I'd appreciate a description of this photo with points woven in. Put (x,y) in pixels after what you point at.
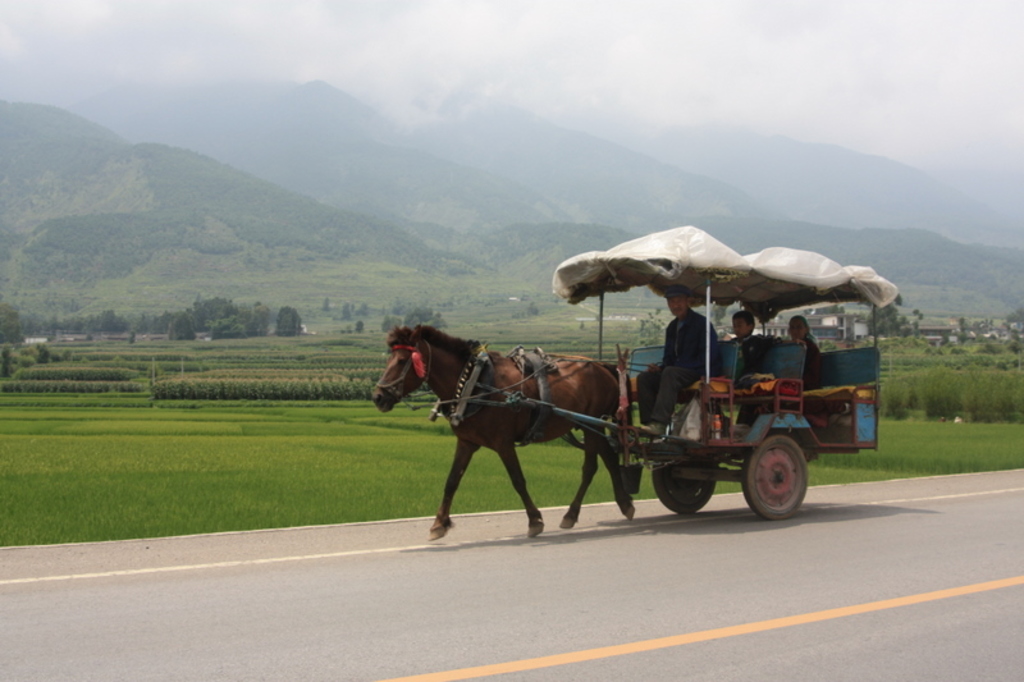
In this image there is a horse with a cart (761,309), three persons (672,338) sitting in the horse cart (639,367), and there is grass (557,498), plants (1016,379), trees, houses (1005,332), hills (65,237), and in the background (879,51) there is sky (592,58).
